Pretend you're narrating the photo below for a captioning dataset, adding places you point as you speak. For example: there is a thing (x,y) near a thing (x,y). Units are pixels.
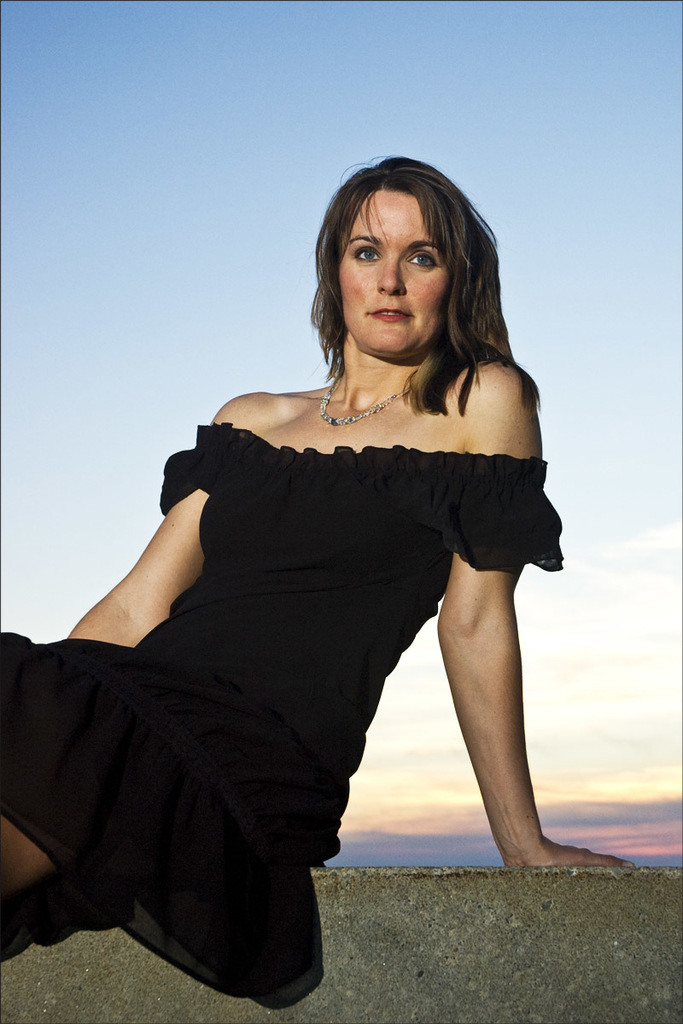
This image is taken outdoors. At the top of the image (282,146) there is a sky (585,553) with clouds (599,603). At the bottom of the image (204,993) there is a wall (49,982). In the middle of the image (346,507) a woman (249,721) is sitting on the wall (648,910).
